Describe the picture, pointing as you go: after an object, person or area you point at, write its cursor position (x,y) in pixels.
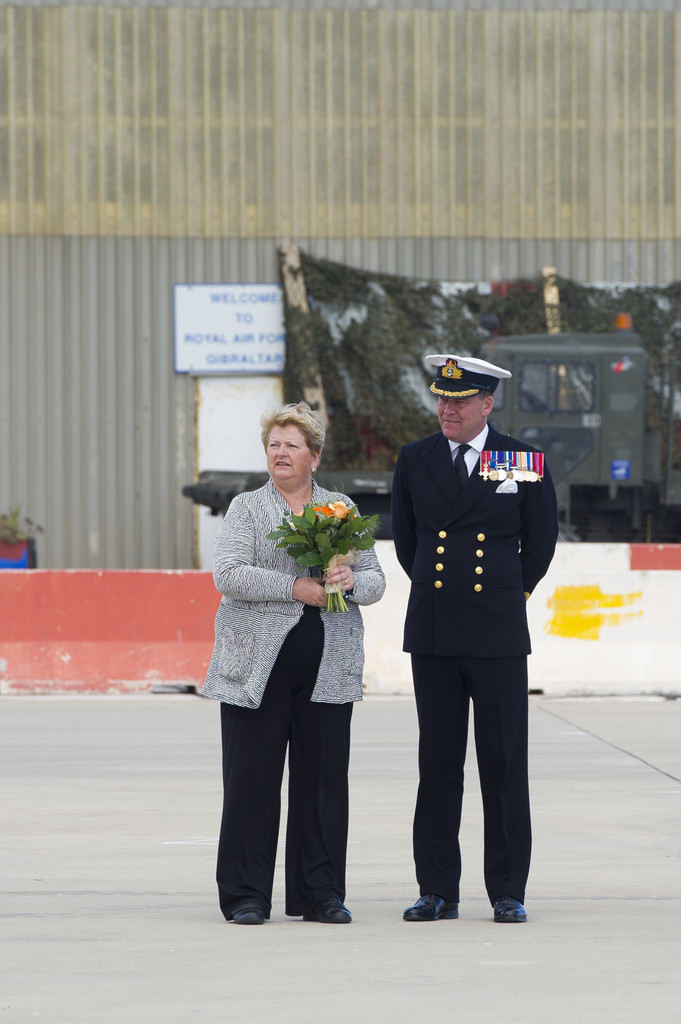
This is the man (519,787) and woman (301,826) standing. This woman (291,494) is holding a flower bouquet (293,523) in her hands (321,598). This looks like a building wall (95,261). I can see a board (223,348), which is attached to the wall (108,388). I think this is a road divider (164,617). This looks like a vehicle (576,437).
